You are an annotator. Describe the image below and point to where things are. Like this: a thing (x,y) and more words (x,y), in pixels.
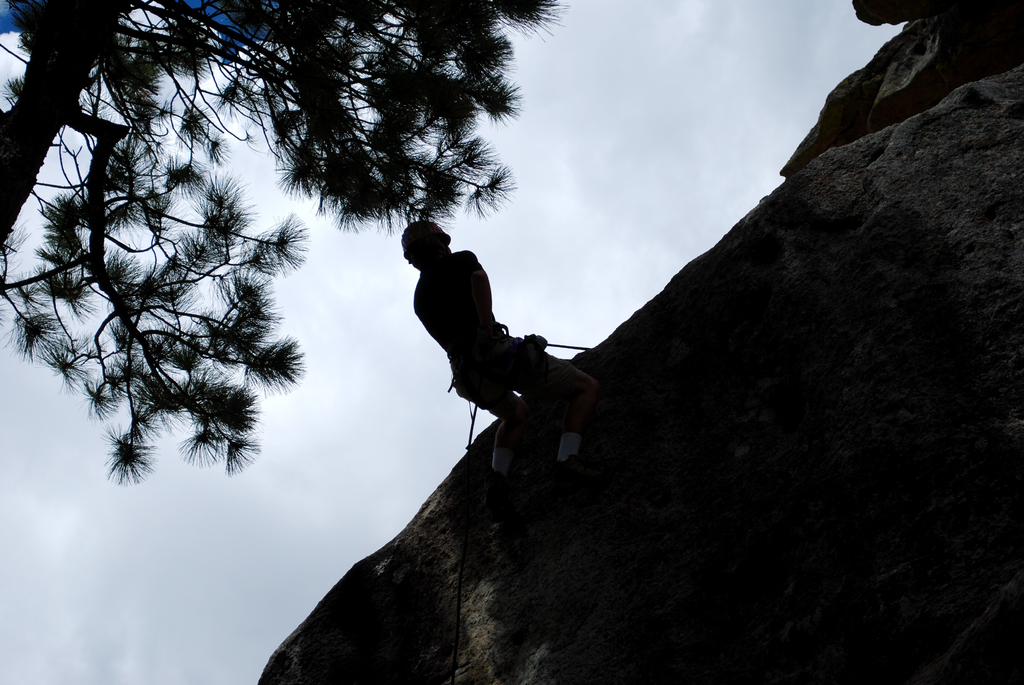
In this image we can see a person (470,329) climbing the mountain (773,470). We can also see the tree (196,266). In the background (355,318) there is a cloudy sky (650,36).
